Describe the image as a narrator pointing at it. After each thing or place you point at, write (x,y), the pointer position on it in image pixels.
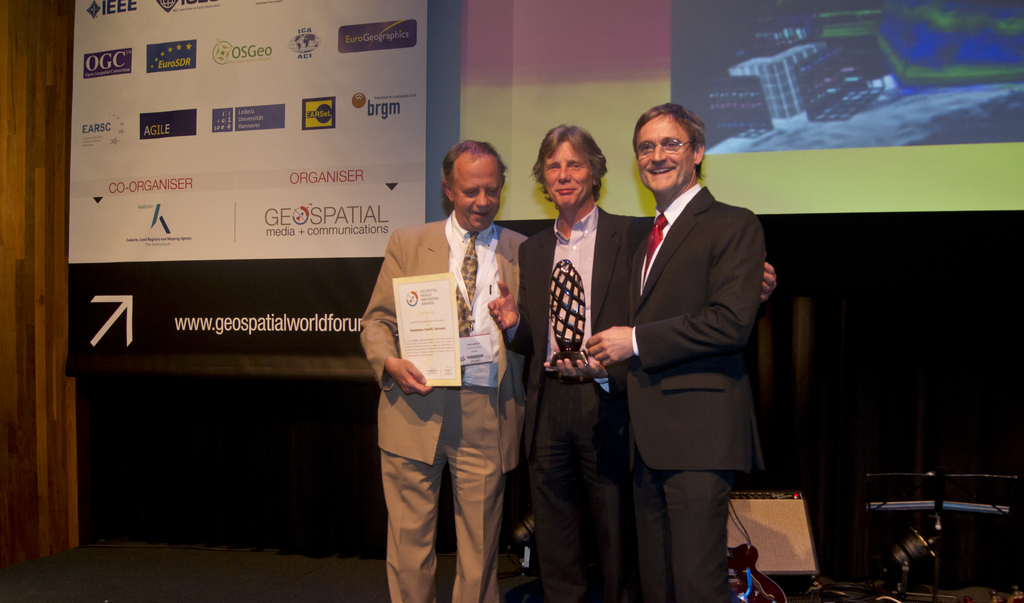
In this picture we can see three people (411,491) standing and smiling. Out of three people (507,355), we can see two people (479,375) holding objects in their hands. There is the text (157,244) and a few things (145,237) visible on a board (261,326). We can see a screen (437,167) and other objects (924,501).
